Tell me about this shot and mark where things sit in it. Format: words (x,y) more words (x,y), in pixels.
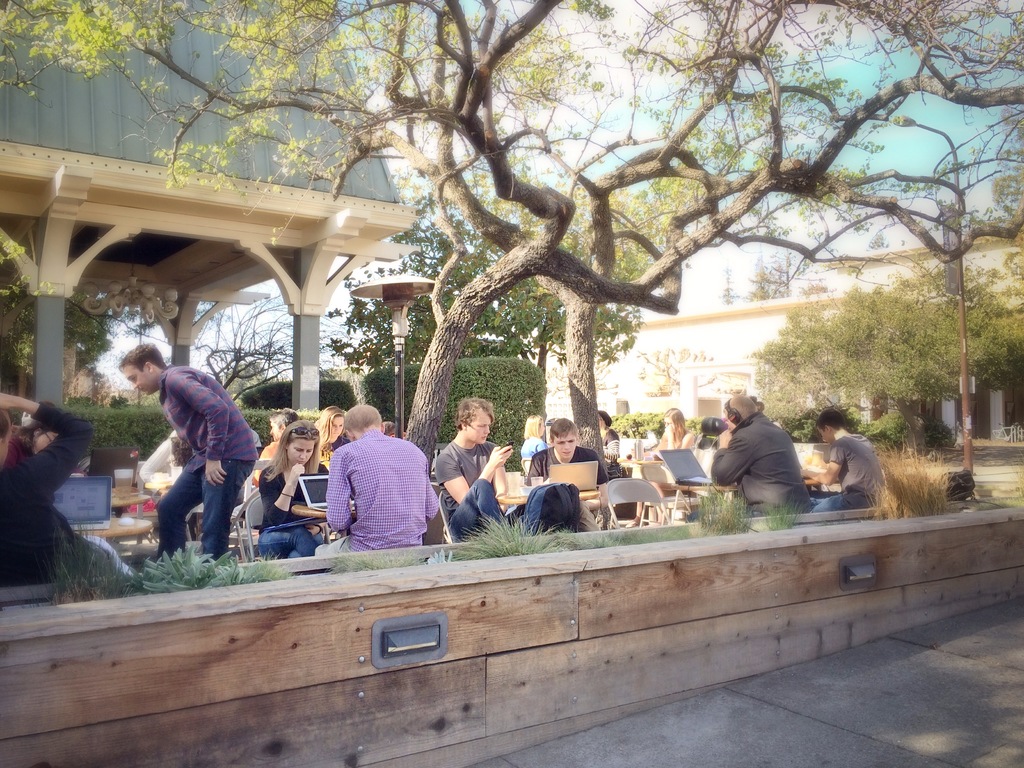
In this image, there are some sitting and wearing colorful clothes (398,463). there is a building (164,163) in the top left of the image (73,104). There is a tree (566,260) at the center of this image (595,281). There is a building (770,317) and tree (927,313) on the right of the image (951,418). There is a laptop (306,485) between these two persons (264,521).
